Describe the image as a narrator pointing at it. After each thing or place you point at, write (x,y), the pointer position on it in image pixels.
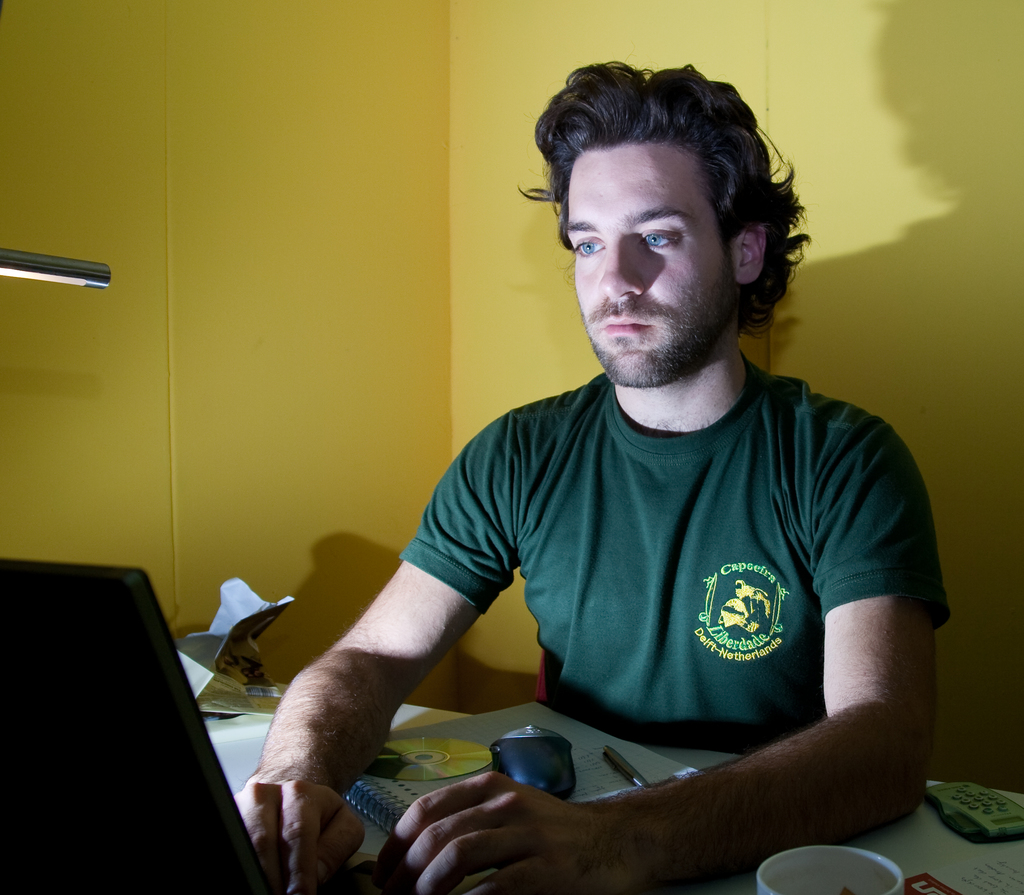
In the background (453,118) we can see the wall (391,88). In this picture we can see a man (624,531) wearing t-shirt (779,467). On a table (745,887) we can see book (453,779), compact disc (417,758) and few objects (813,862). On the left side of the picture (174,831) we can see an object (109,780).
